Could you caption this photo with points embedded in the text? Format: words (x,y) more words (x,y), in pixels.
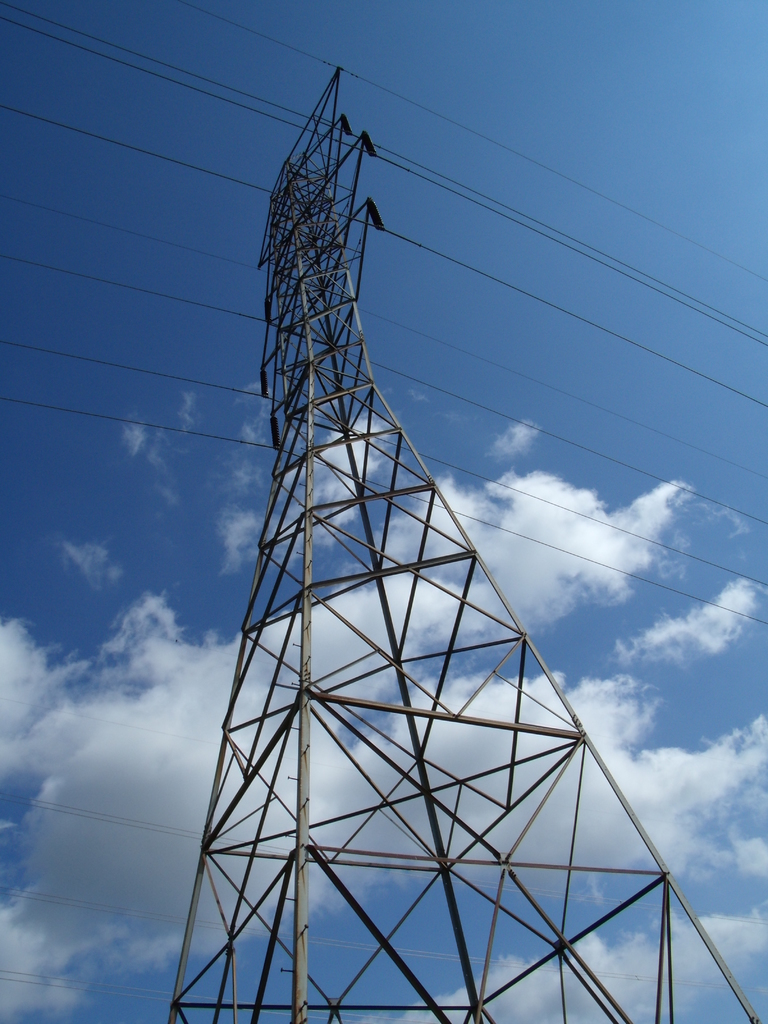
In this image there is a tower (307,822) in middle of this image (381,586) and there are some wires (340,347) connecting to it, as we can see on the bottom of this image (432,955) and on the top of this image (195,305) as well. There is a cloudy sky (375,691) in the background (351,573).
